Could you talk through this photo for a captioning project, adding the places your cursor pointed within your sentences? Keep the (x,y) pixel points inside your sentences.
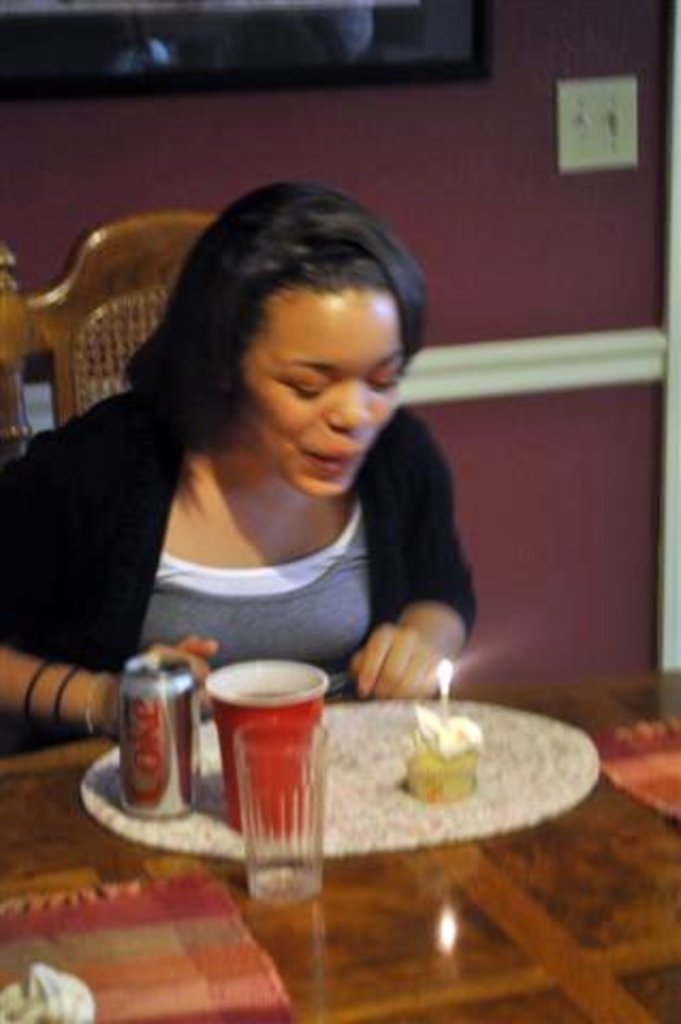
In the picture we can see a woman (297,334) sitting on the chair (68,305) near the table (14,796) on the table (79,752), we can see a cloth (509,728) on it, we can see a piece of cake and a candle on it with fire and beside it, we can see a glass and a can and behind her we can see a wall (518,530) with a photo frame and beside it we can see a switch (596,142).
